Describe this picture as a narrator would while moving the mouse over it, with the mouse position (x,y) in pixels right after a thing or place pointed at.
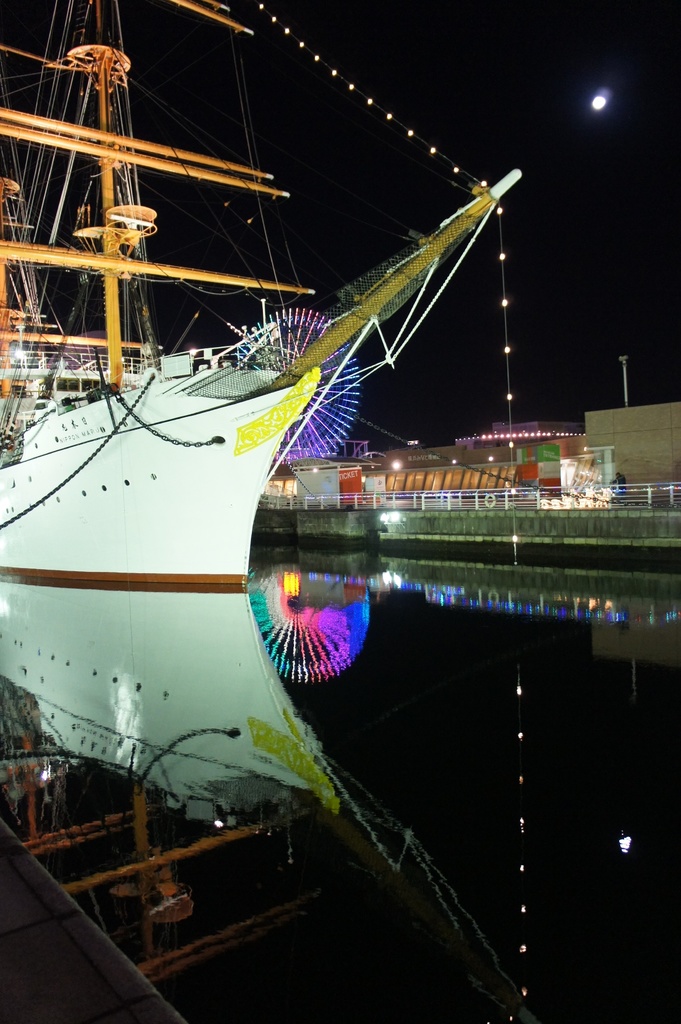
In this picture I can see a ship (110,247) on the water (410,857) and I can see buildings (512,428), lights (359,388) in the background (281,311) and I can see sky (327,163).
